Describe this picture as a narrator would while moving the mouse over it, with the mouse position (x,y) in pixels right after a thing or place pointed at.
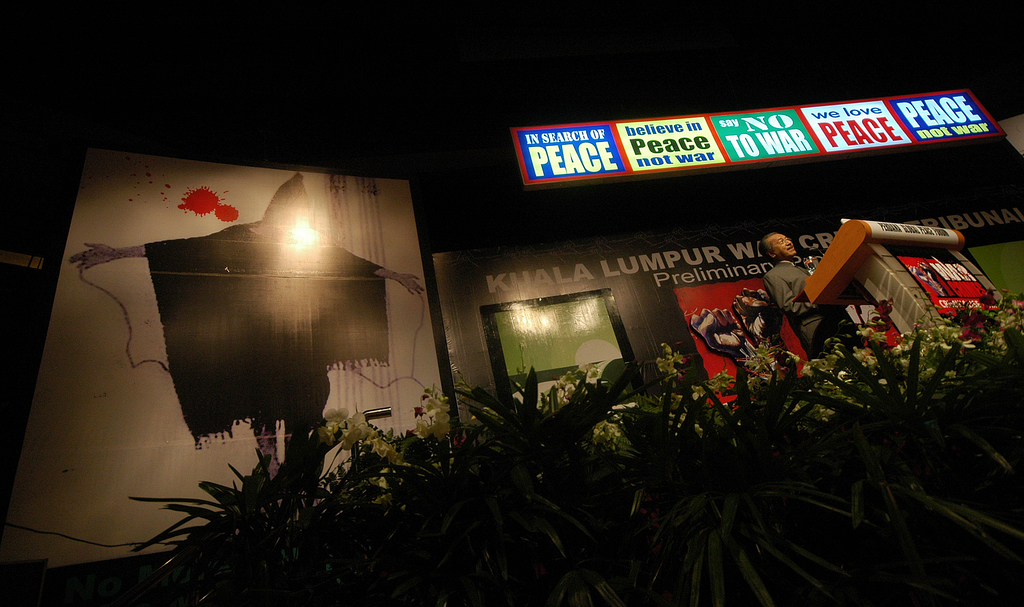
In this picture we can see plants (407,533) with flowers (326,441), man (772,247) standing at the podium (812,282) and some objects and at the back of him we can see posters (702,242) and in the background (486,56) it is dark.
